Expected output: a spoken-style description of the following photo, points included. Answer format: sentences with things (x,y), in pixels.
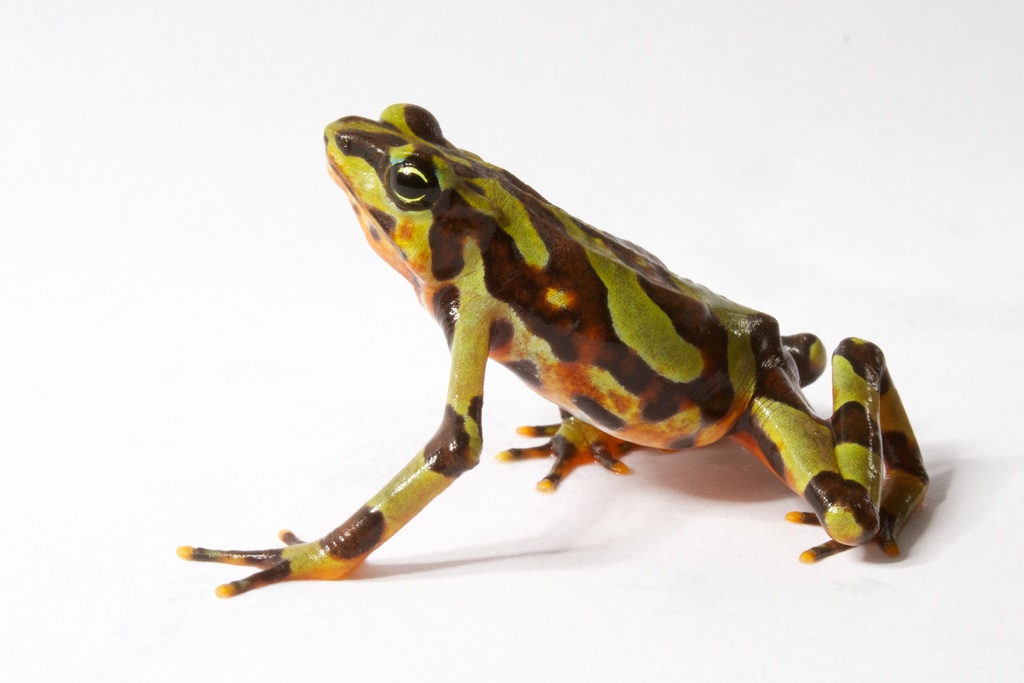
In this picture we can see a frog (559,312) on a white surface (749,297).
